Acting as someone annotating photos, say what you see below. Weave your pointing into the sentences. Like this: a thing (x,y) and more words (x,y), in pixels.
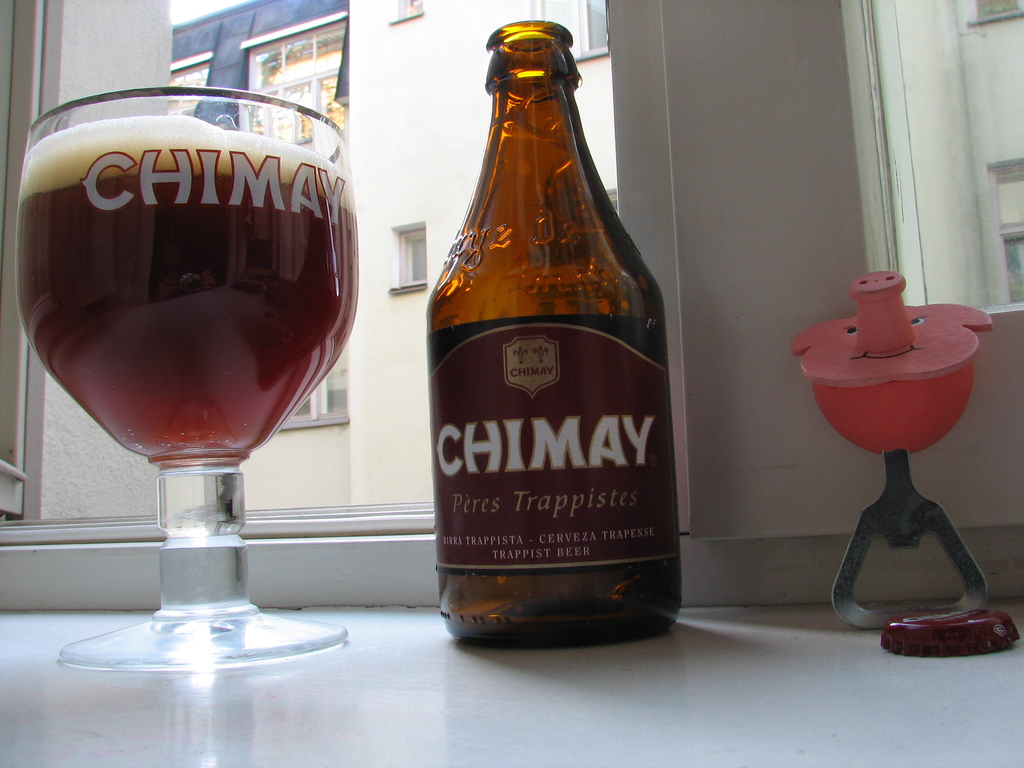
As we can see in the image there is a building (912,100), window (936,167), glass (108,295) and bottle (543,349) on table (473,685).
